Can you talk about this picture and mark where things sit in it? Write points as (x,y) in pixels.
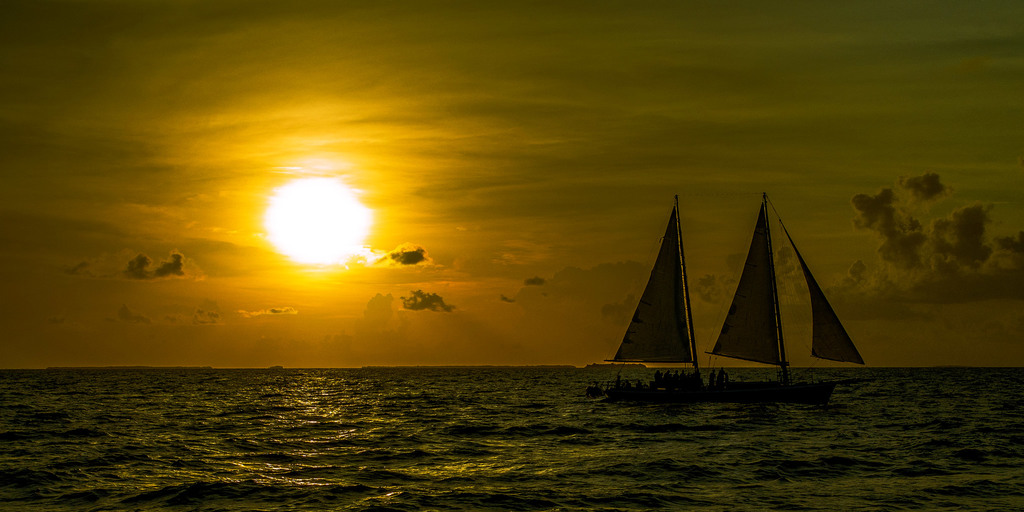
On the left side (270,198) this is a sun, this is water (434,438), on the right side (758,342) one ship (745,394) is moving in this water (639,478).
